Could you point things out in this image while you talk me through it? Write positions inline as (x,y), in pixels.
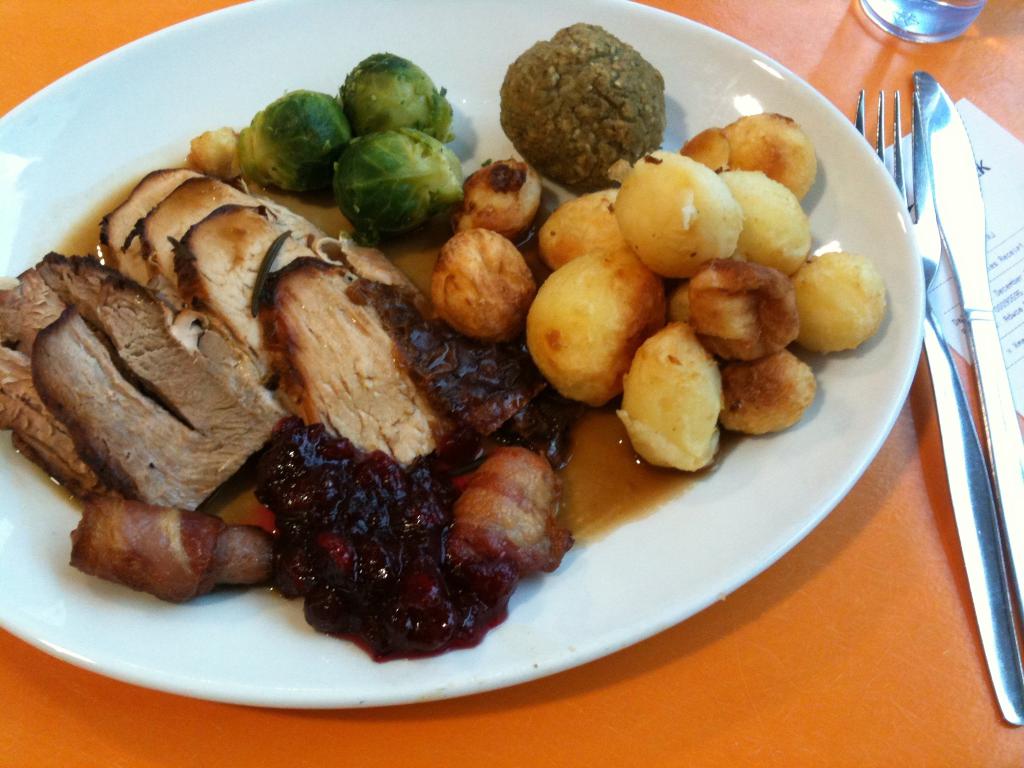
In this image we can see a fork (898,158), knife (959,187), paper (1003,311), glass (897,14) and a plate (376,20) with food items (512,223) on the table (816,656).
